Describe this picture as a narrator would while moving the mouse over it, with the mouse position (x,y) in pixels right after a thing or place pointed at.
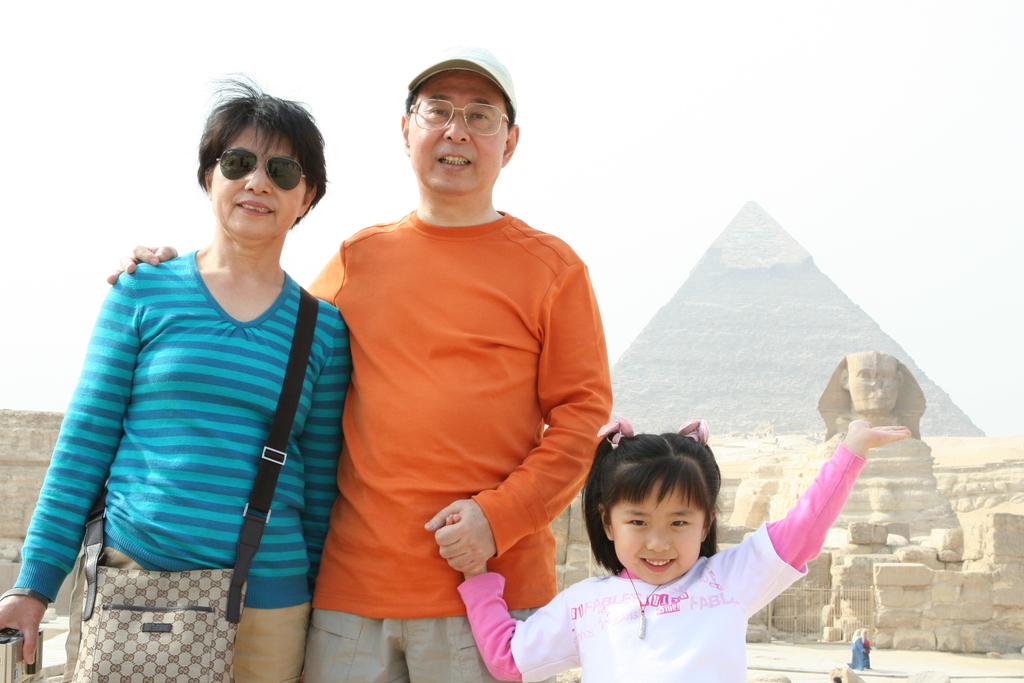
In the image I can see two people (334,537) and a kid (671,449) and behind there are some sculptures (751,340) and some other things (763,330).
